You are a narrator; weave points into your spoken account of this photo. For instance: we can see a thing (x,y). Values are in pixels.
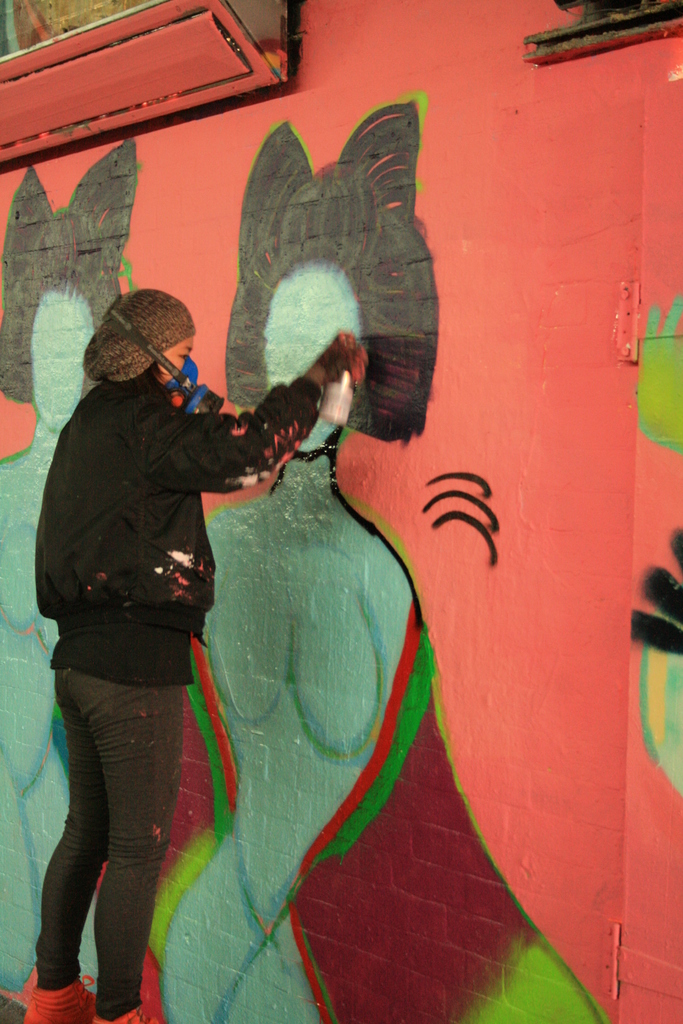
In the picture there is a person (170,608) painting on a wall (351,444).
